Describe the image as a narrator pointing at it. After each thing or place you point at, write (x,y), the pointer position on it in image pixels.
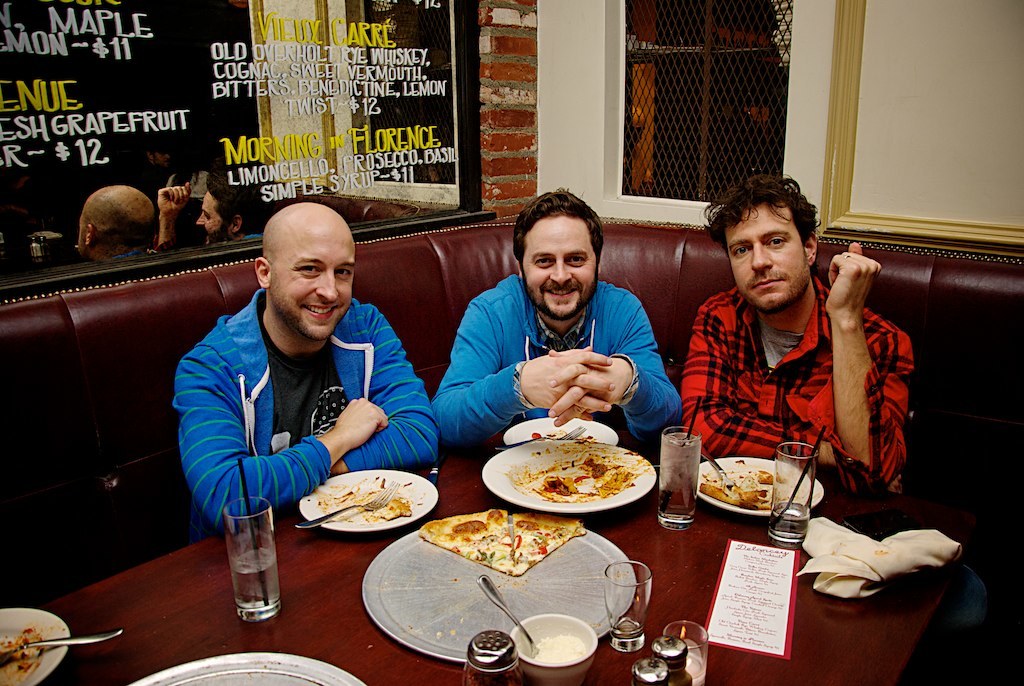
In this image we can see three persons (346,390) wearing red and blue color dress (504,341) respectively sitting on sofa (32,384) and there are some plates (442,601), glasses (246,606), bowls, cloth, menu card (724,606) on table (417,670) and in the background of the image (661,151) there is a wall (976,12), glass (318,141).
